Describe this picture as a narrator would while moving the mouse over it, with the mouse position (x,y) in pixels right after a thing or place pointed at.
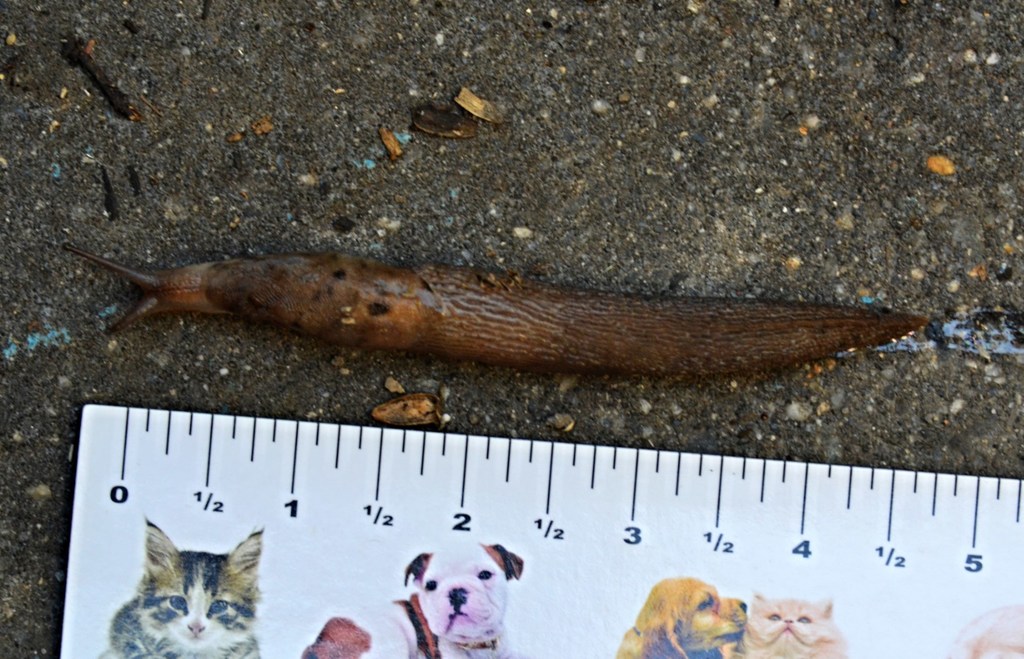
In this picture I can see there is a slug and there is a scale (578,536) are also there are some pictures (228,626) of cat (822,620) and dog (690,629) on the scale (621,610).
